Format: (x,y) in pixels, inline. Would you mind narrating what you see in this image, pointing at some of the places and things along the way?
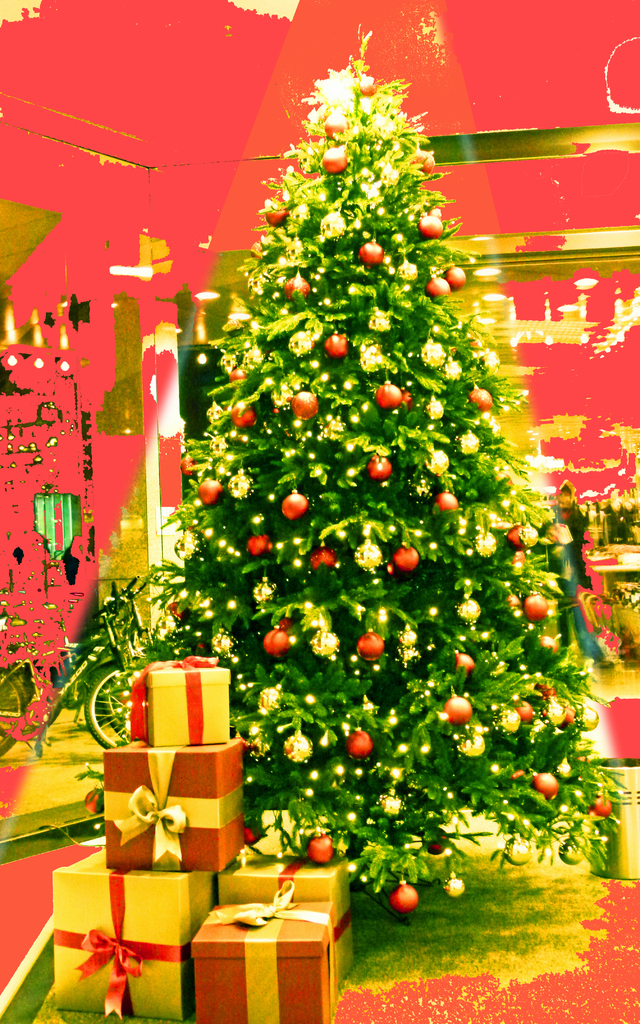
In this image we can see there is a christmas tree (391,507) with decorative objects (381,463). There are gifts (206,789) and ribbons (177,821). In the background (524,187) there are things (529,420).
